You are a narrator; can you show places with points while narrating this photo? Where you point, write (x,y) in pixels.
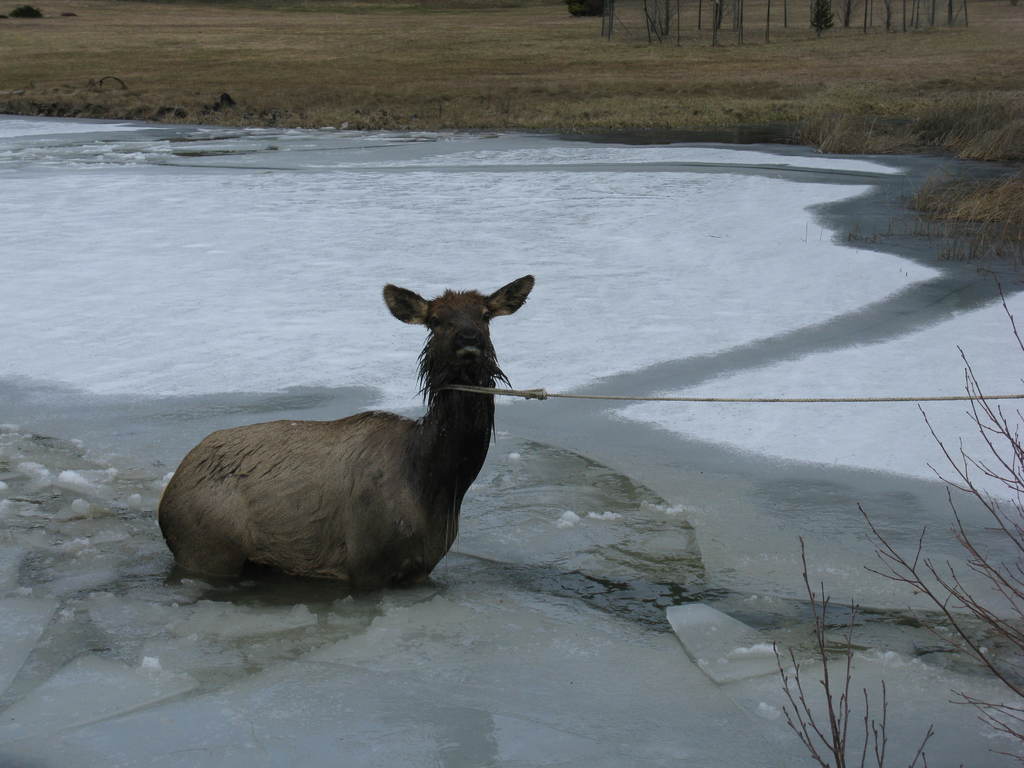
In the center of the image (366,471) we can see animal (330,469) standing in the water (394,664). On the right side of the image (897,549) there is a tree (924,527). In the background (880,237) we can see water (509,179), grass (647,125) and trees (664,38).
